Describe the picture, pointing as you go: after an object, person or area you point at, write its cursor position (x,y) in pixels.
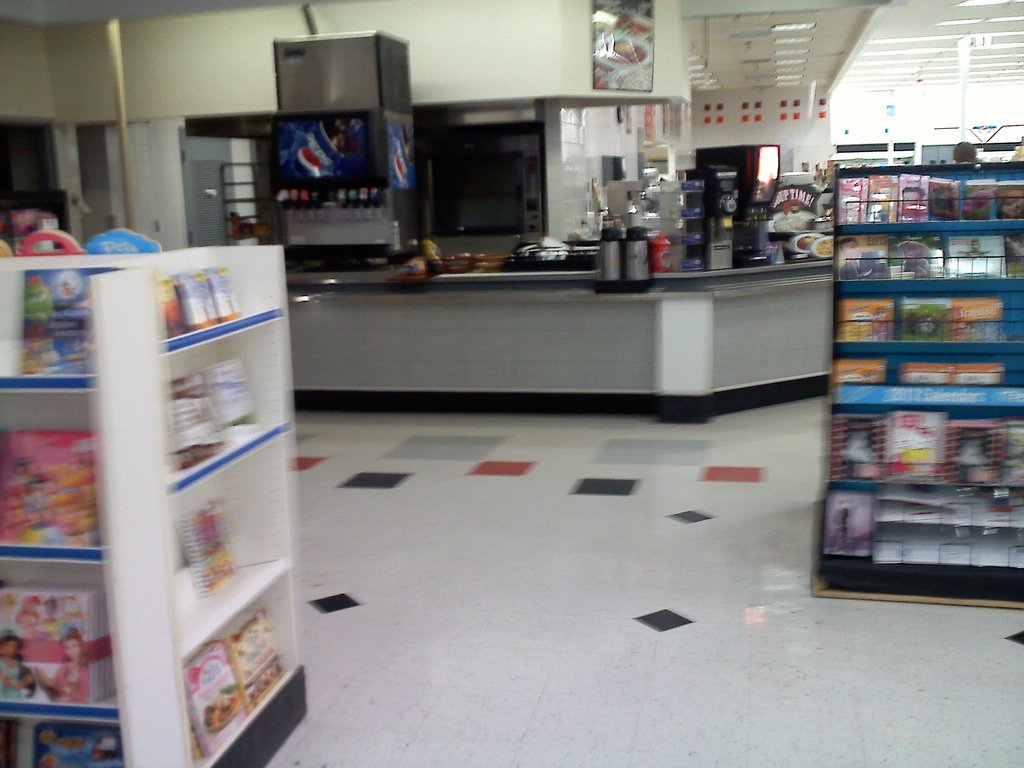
In a room (715,53) there are many book stalls (233,508) and behind the book stalls (279,289) there is a big table (374,277) and on that table (495,271) there are many machines (703,229) and food items (460,259) are kept. Behind that table (438,283) there is one soda fountain (372,188) with soft drinks (400,165) and in the background (571,64) there is a wall (148,61).
